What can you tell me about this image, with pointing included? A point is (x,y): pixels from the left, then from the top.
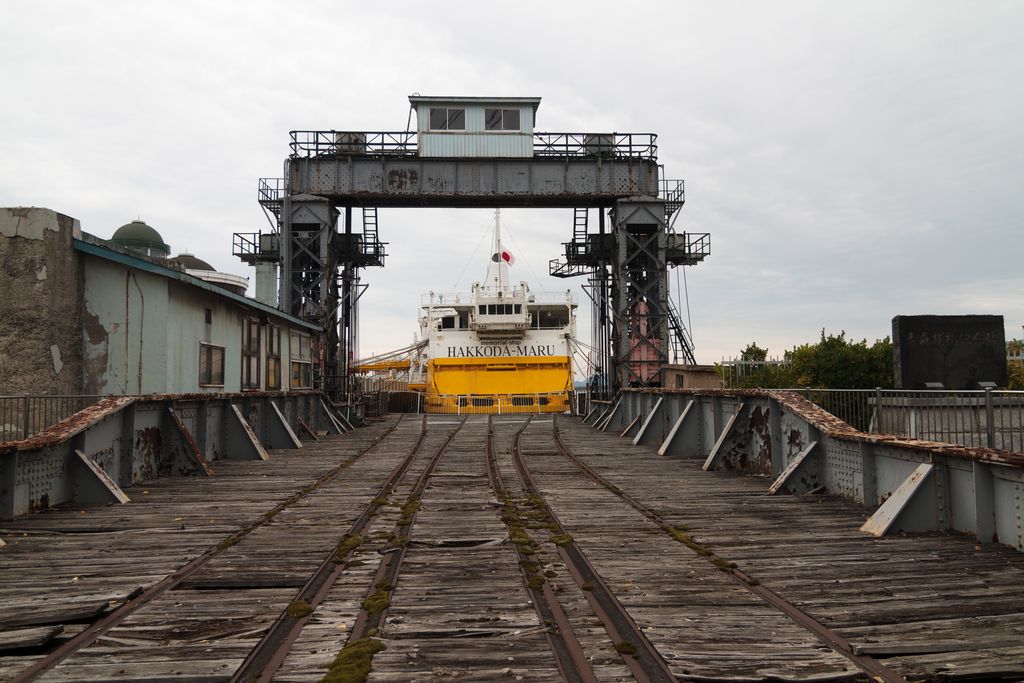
In this picture I can see there is a railway track (338,541), there is a building (136,311) on the left side (131,297) and there are trees (829,358) on the right side (792,361), there is a yellow and white color ship (493,322), there is an iron arch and in the backdrop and the sky (775,21) is cloudy.
